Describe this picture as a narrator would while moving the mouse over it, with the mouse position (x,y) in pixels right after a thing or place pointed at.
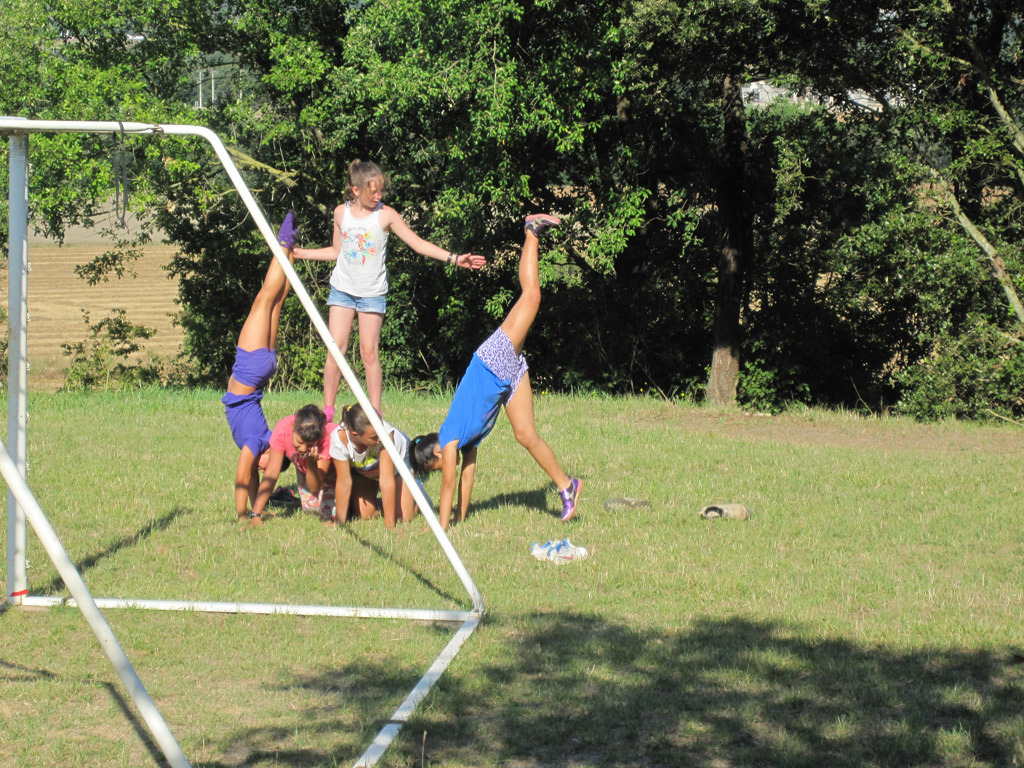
In this image we can see some people (525,317) playing on the ground (306,528), some objects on the ground (954,728), and some iron poles (13,285), some trees (275,212), bushes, plants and grass (618,549) on the ground (687,577).
